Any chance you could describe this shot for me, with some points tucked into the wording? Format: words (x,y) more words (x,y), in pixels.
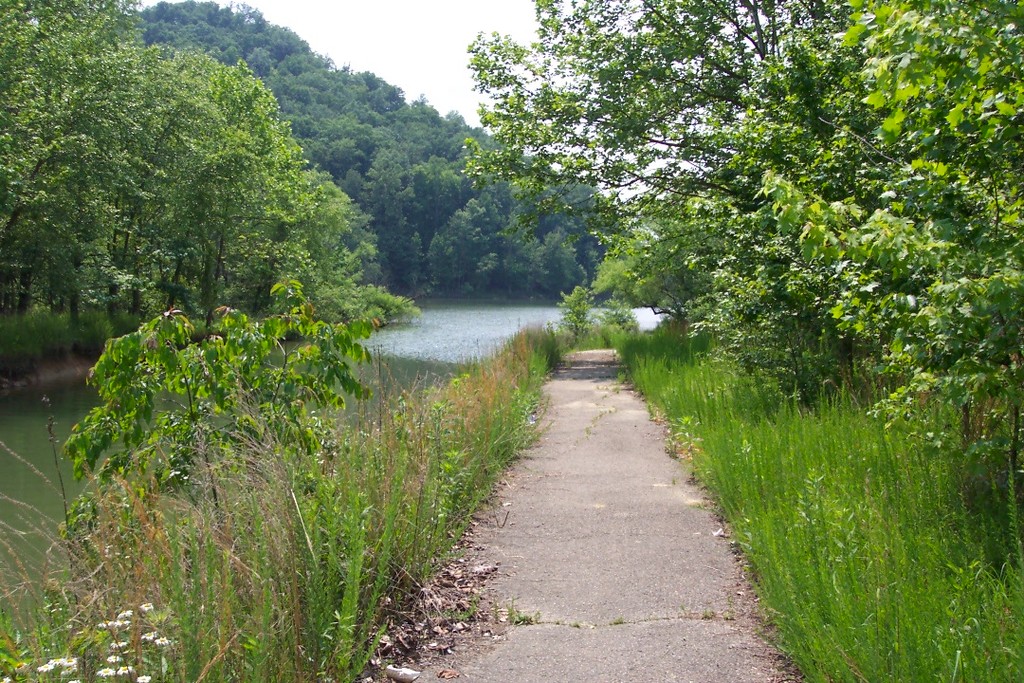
This image consists of a many trees (534,286) and plants (871,495). In the middle (572,453), there is a path (576,560). In the background (347,106), it looks like a mountain (334,132) covered with trees (315,106). At the top (424,42), there is a sky (449,111). In the middle (469,315), there is water (451,321).
